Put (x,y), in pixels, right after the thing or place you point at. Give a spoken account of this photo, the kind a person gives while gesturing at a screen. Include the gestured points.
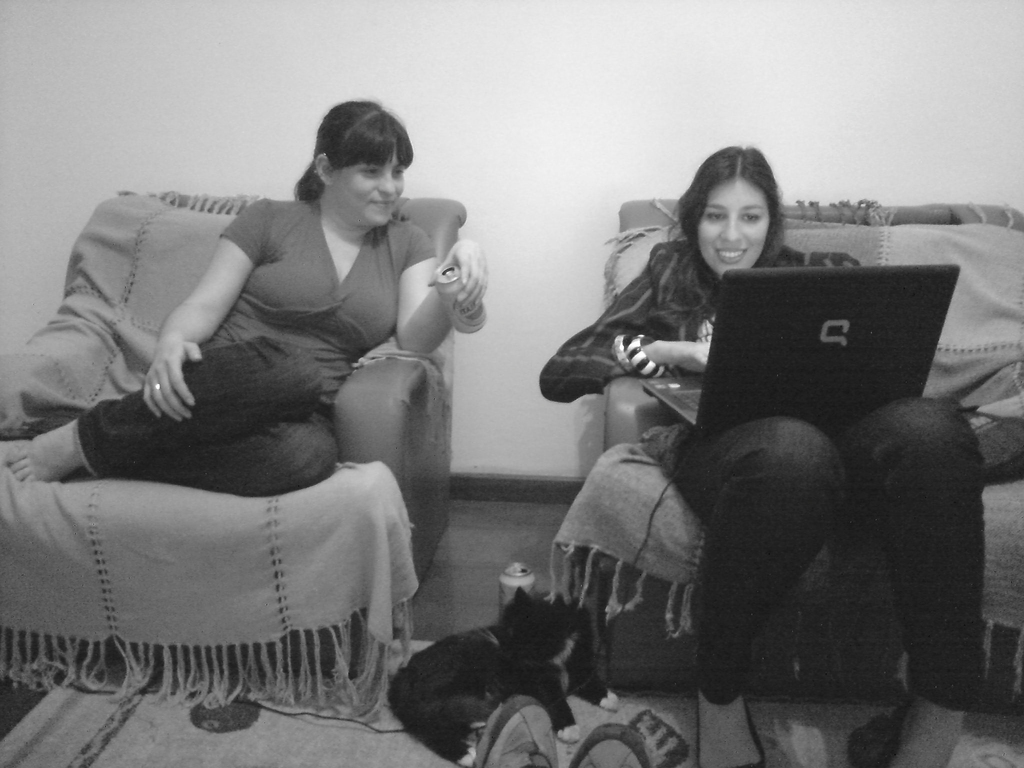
This picture shows couple of women (334,265) seated on the chairs (634,677) and we see a woman (883,425) holding a laptop (883,321) and we see a black cat (424,661) and a can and we see carpet (59,759) on the floor (543,576) and we see human legs (535,705) with shoes (492,745).
